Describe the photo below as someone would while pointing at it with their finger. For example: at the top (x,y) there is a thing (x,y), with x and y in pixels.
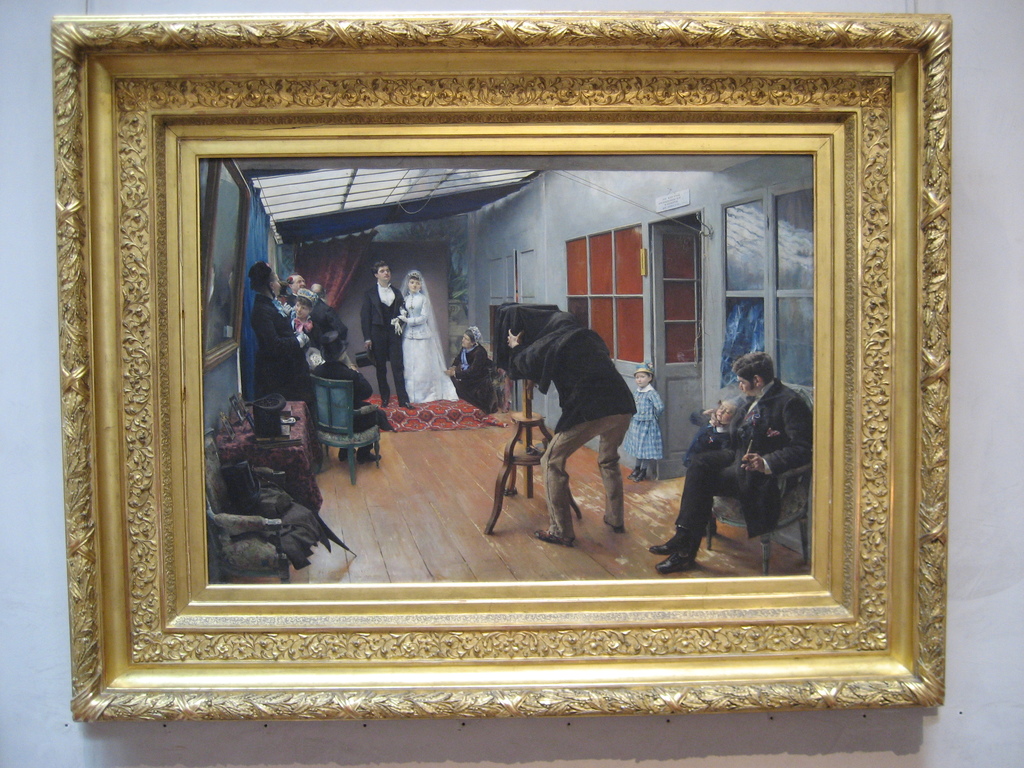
In the image there is a photo frame (127,138) on the wall (976,599) with a couple (371,313) standing in the back (427,382) and people (322,368) standing around the room (542,450) and a cameraman (576,424) in the front (572,459) beside a door (656,309).
